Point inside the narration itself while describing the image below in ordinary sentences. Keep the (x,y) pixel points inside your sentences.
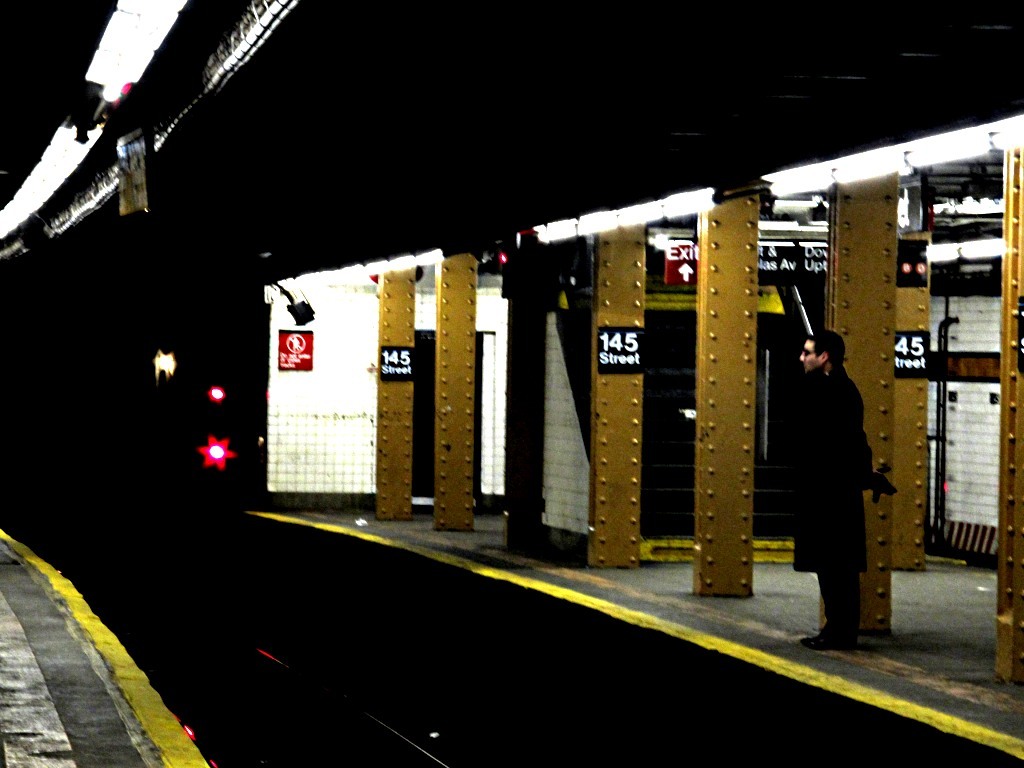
This is the picture of a railway station (419,400). In this image there is a person (809,371) standing on the platform (863,648). At the back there are boards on the wall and on the pillars (1010,338) and there is text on the boards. At the top (799,192) there are lights (790,182).
